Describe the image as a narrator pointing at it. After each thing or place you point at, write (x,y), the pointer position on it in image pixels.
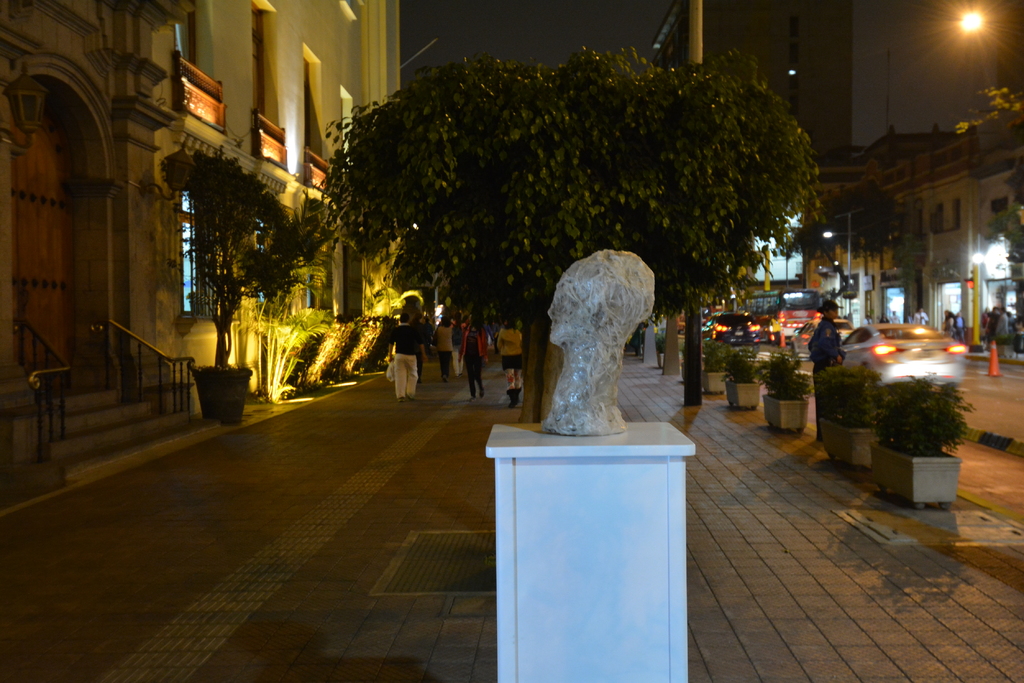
In the middle of the image (593,448) there is a white pillar (611,501) with a statue (607,387) on it. To the left side of the image (64,140) there is a building (63,168) with doors (56,149), windows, walls (178,341) and pillars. In front of the door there are steps (114,422) with railing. And in front of the building (155,390) there is a footpath (440,392) with few people (429,344) are walking and also there are trees (683,199). And to the right side (740,390) on the footpath (966,511) there are pots (834,425) with plants (888,431). Behind the footpath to the right side (917,355) there are few vehicles (961,361) on the road (1004,364). And to the right corner (923,242) there are buildings (908,225) poles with street lights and trees (867,247).
